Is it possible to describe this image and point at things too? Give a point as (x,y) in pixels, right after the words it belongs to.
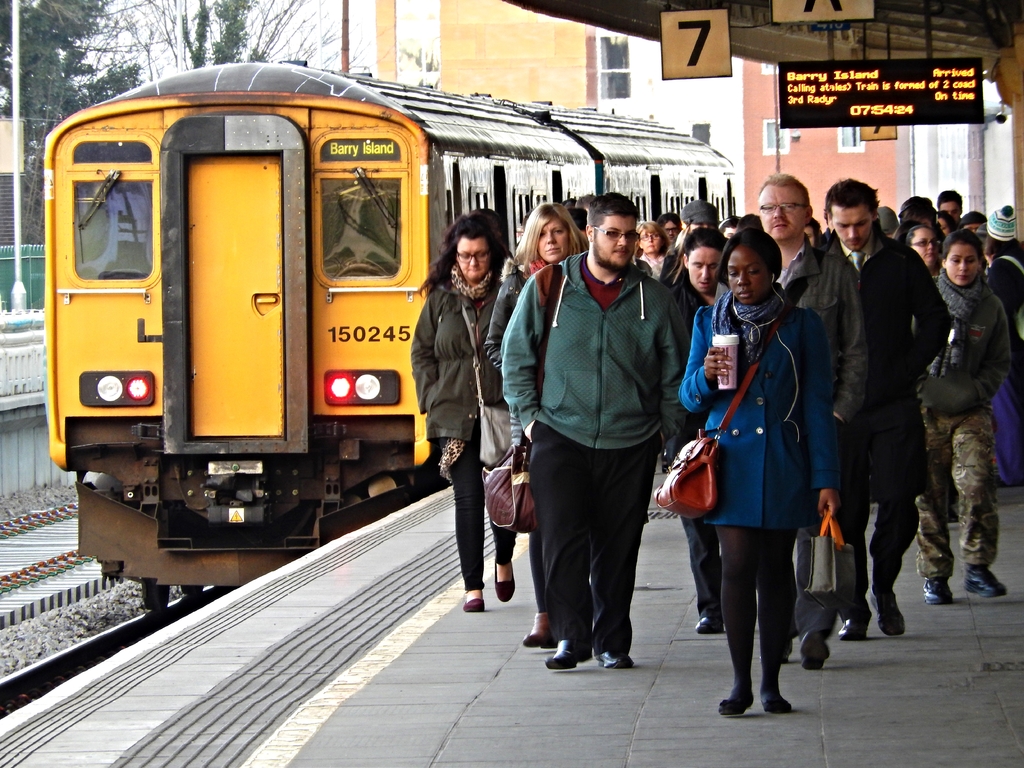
People (739,282) are on the platform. Here we can see digital board (949,73) and number boards (876,137). Background (562,57) there is a building (751,110). To this building (559,71) there are windows (769,144). Train (499,202) is on the track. Left side of the image (158,11) we can see tree (32,19), pole (178,9) and fence (7,287).
